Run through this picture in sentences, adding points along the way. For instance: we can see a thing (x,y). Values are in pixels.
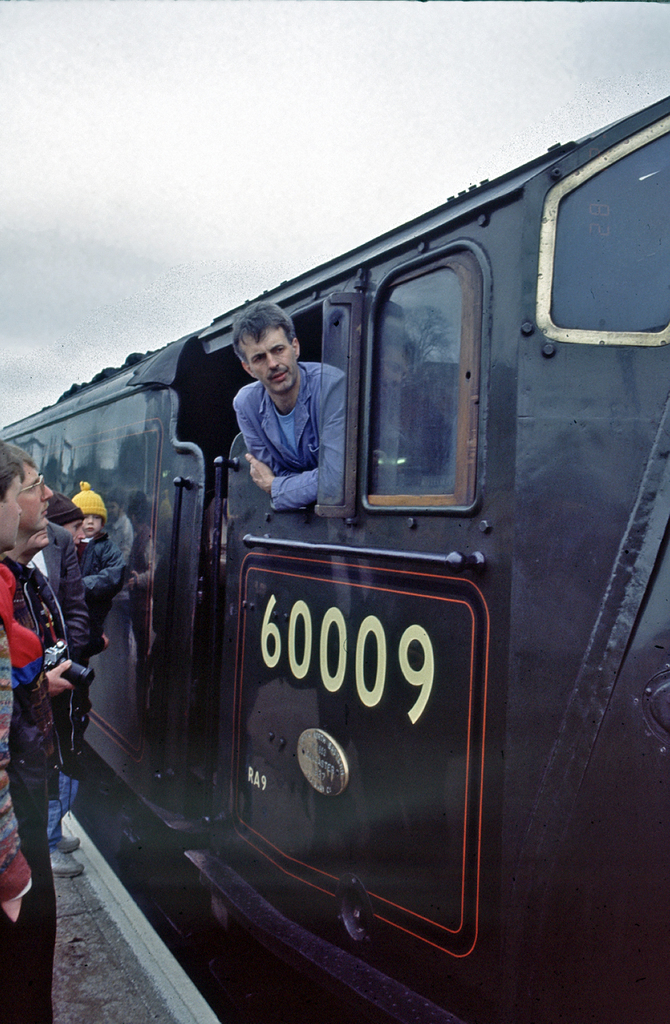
In the image there is a train (309,529) with glass window (425,353). And there is a man (297,470) in the train (123,524). On the left side of the image (68,712) on the platform (134,999) there are few people (32,652) standing. At the top of the image (325,90) there is sky (400,84).
